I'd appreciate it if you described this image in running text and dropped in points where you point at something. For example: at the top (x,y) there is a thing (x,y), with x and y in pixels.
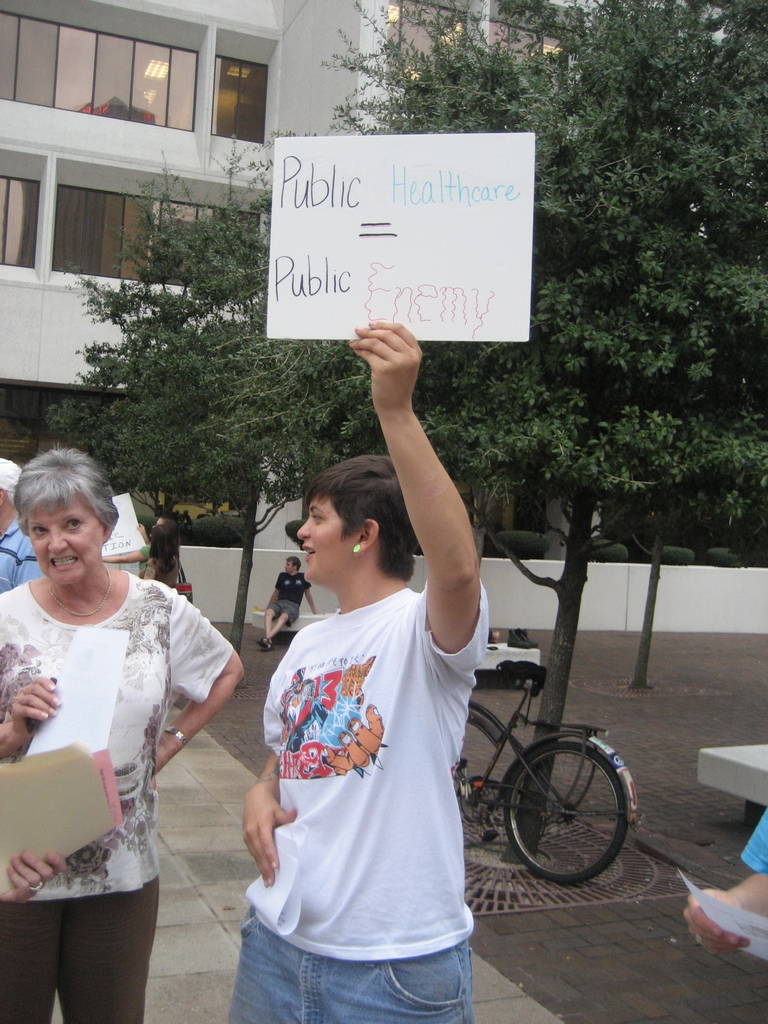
Here in this picture we can see some people (296,767) standing on the ground (734,878) and the woman (356,903) in the middle (405,663) is holding a placard (456,291) in her hand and smiling and all other people (701,920) are also holding some papers (23,829) in their hands (15,881) and behind them we can see a bicycle (541,681) present and we can also see trees (562,693) present on the ground (654,653) and we can also see building (48,44) with number of windows (47,88) on it present over there.
